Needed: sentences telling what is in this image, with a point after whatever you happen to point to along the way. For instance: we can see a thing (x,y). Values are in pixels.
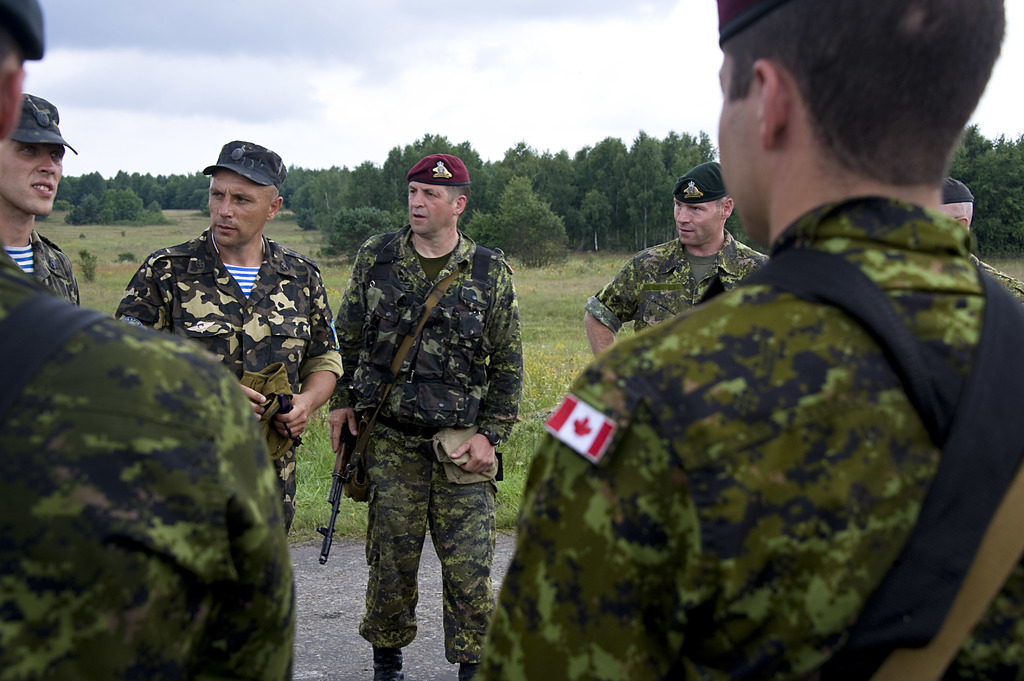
In this image we can see persons (485,500) standing and holding a guns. In the background (364,206) we can see trees (486,212), plants (374,215), grass (531,317), sky (341,92) and clouds (196,58).
